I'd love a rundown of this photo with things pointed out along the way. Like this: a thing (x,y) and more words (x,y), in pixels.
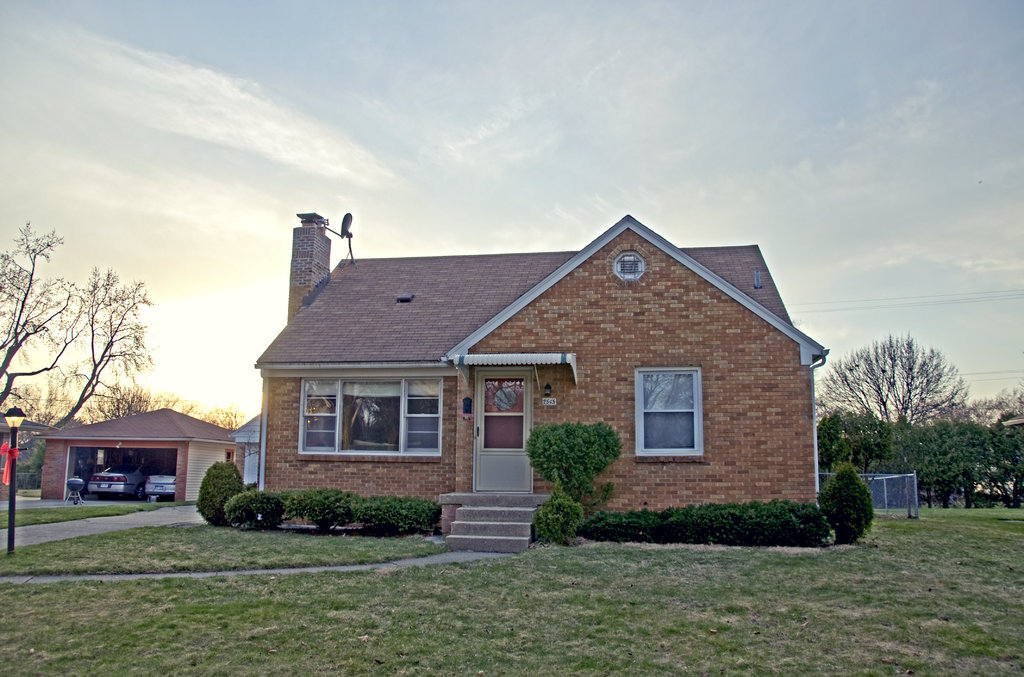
In the foreground of the picture (862,559) there is grass (281,617). In the middle of the picture (389,392) there are trees (52,392), houses (410,443), plants (821,519), grass (43,515), cars (107,486), street light (11,411) and other objects (575,358). At the top (372,87) there is sky (471,146).
